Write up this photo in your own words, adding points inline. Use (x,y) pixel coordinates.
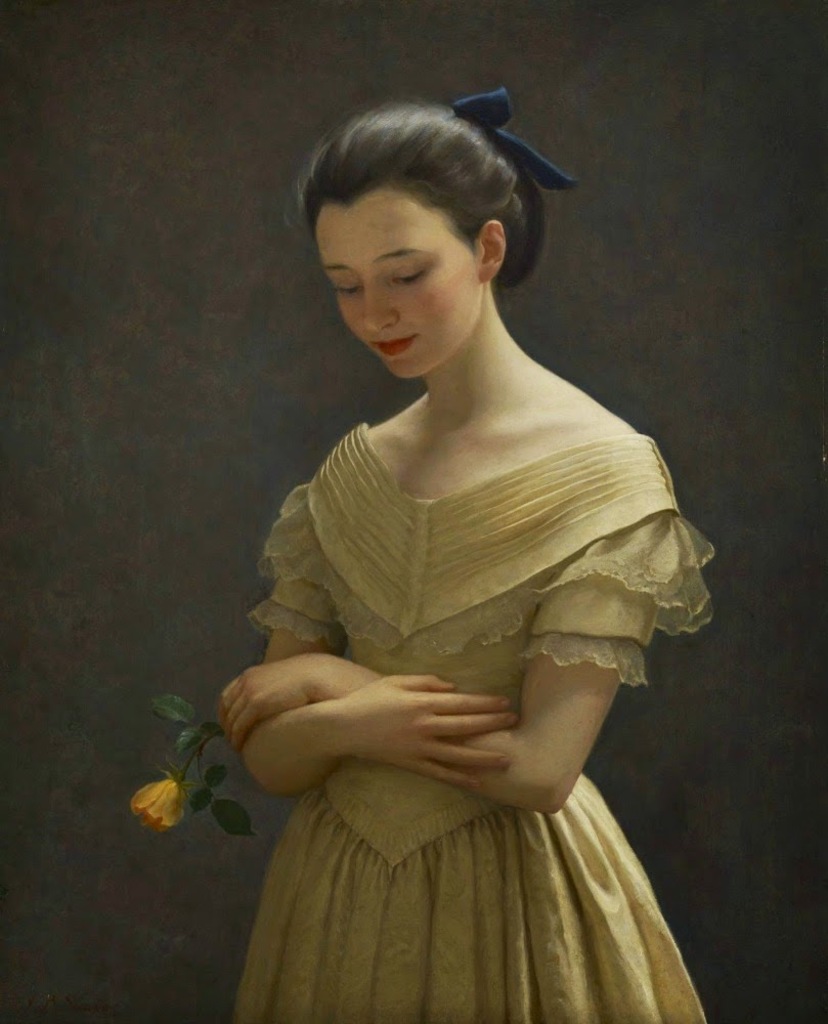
The picture is a painting. In the center of the picture (445,581) there is a woman (459,610) holding rose (207,727). The background (95,872) is black.
